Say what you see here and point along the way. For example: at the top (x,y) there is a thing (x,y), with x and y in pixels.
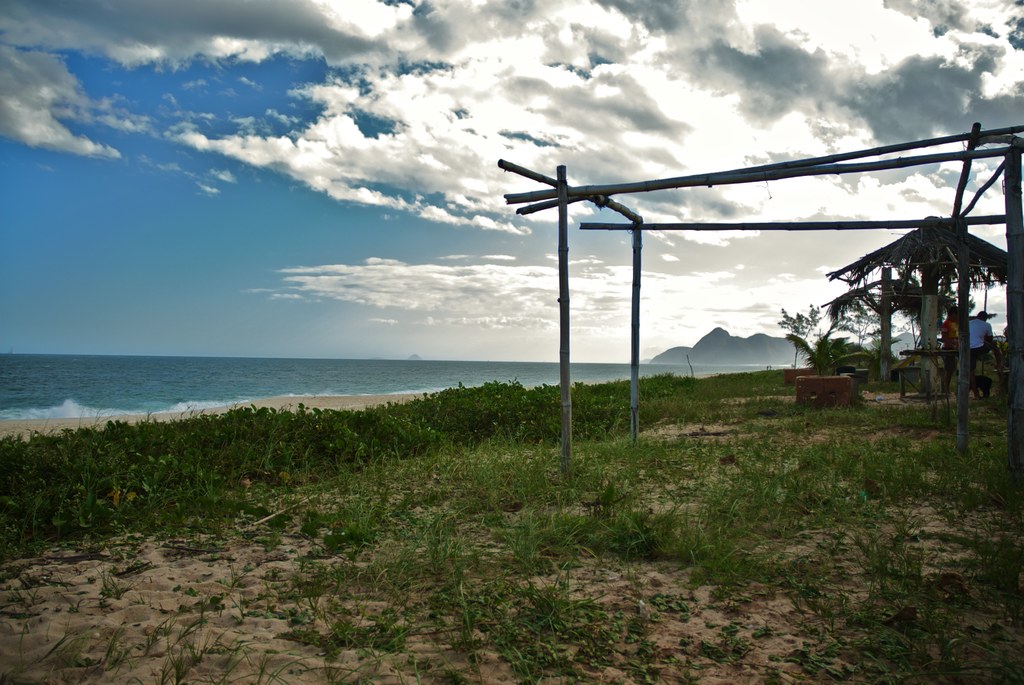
In this image at the bottom (264,588) there is sand (139,631) and some plants (547,409), and in the background (735,347) there are some trees (880,343), wooden poles (565,232) and beach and mountains (722,343). At the top (525,53) there is sky (475,150).
